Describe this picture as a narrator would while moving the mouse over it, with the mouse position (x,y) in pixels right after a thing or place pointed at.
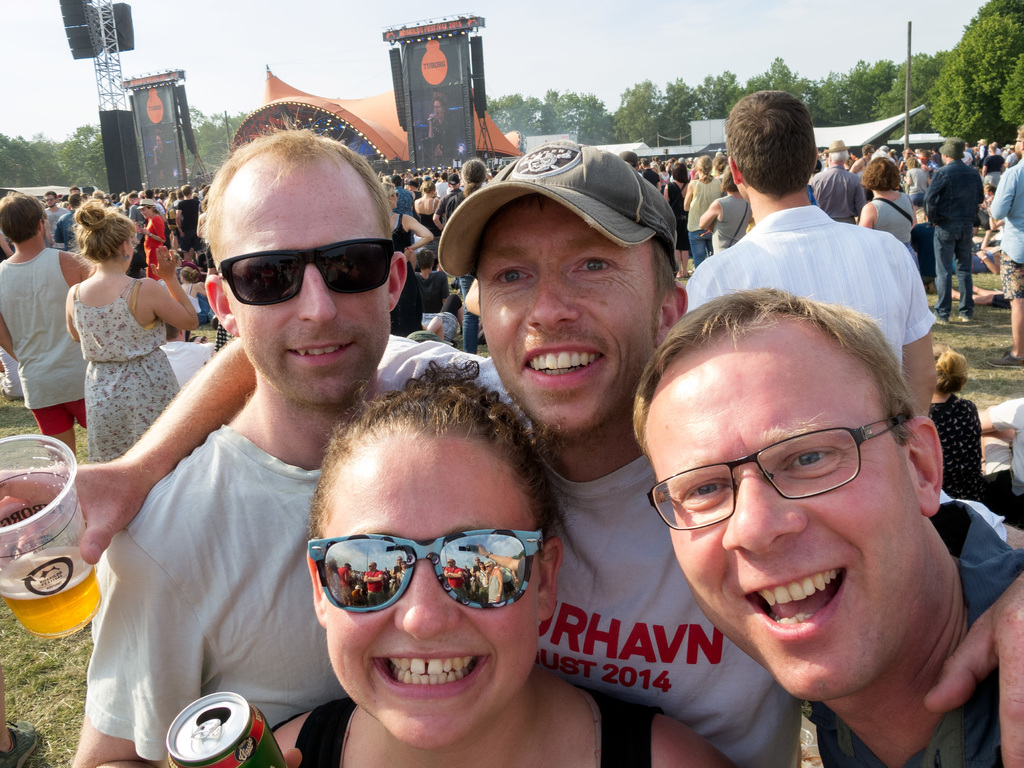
In the image few people (1006,623) are standing and smiling and holding glasses (8,440) and tins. Behind them there are some tents (289,116) and poles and trees (1022,38). At the top of the image (665,54) there is sky (378,90).
